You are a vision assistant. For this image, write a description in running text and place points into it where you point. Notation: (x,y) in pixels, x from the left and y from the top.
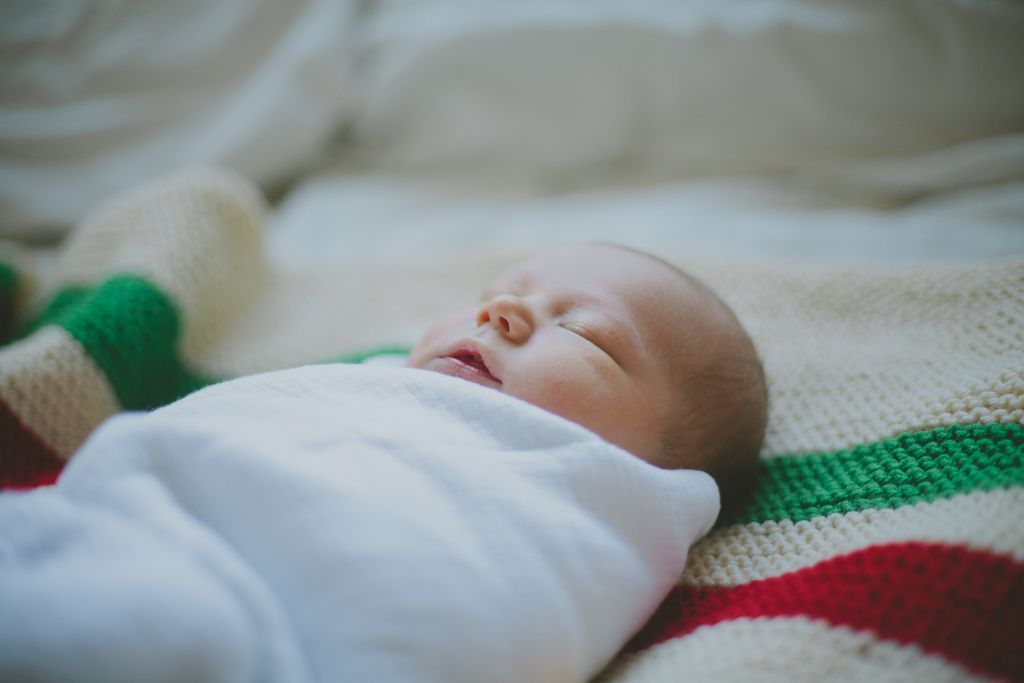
This picture shows a baby (618,388) on the bed (118,263) and we see couple of pillows (689,107) and we see a white color cloth (421,454) on the baby (615,371).
